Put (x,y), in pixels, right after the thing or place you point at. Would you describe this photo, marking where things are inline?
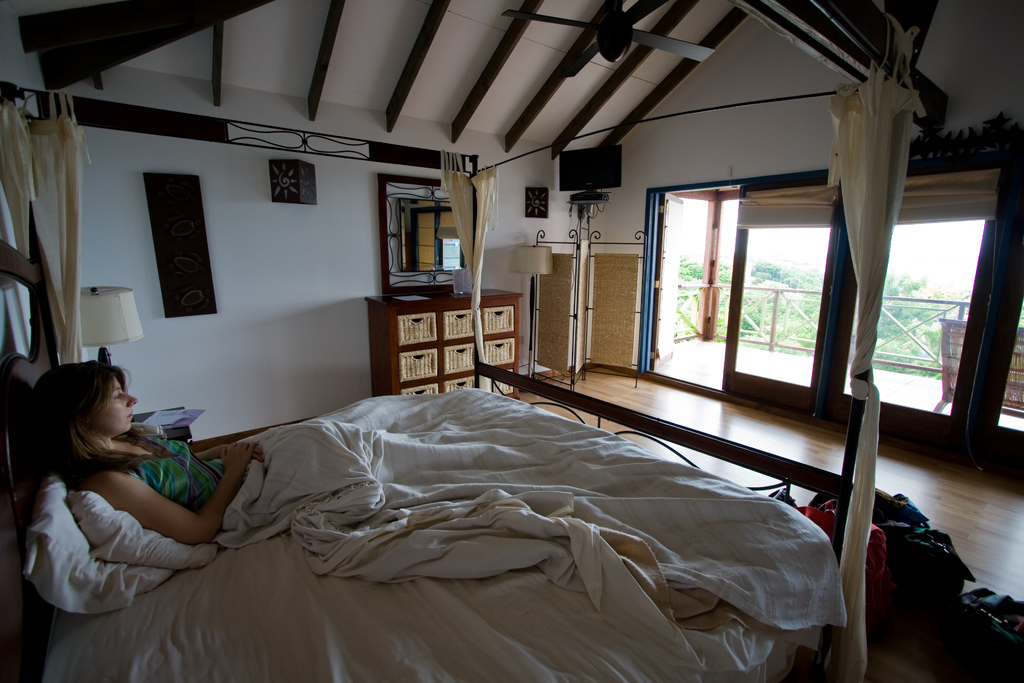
This is completely an indoor picture. Here we can see door (662,307), windows (806,279), curtains (846,189) and a table lamp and a paper (187,426) on the table (185,408). We can see one woman (58,461) lying on a bed (224,599). There is a white pillows (122,559) and blanket (541,534) on a bed (539,561). This is a floor (978,503).
